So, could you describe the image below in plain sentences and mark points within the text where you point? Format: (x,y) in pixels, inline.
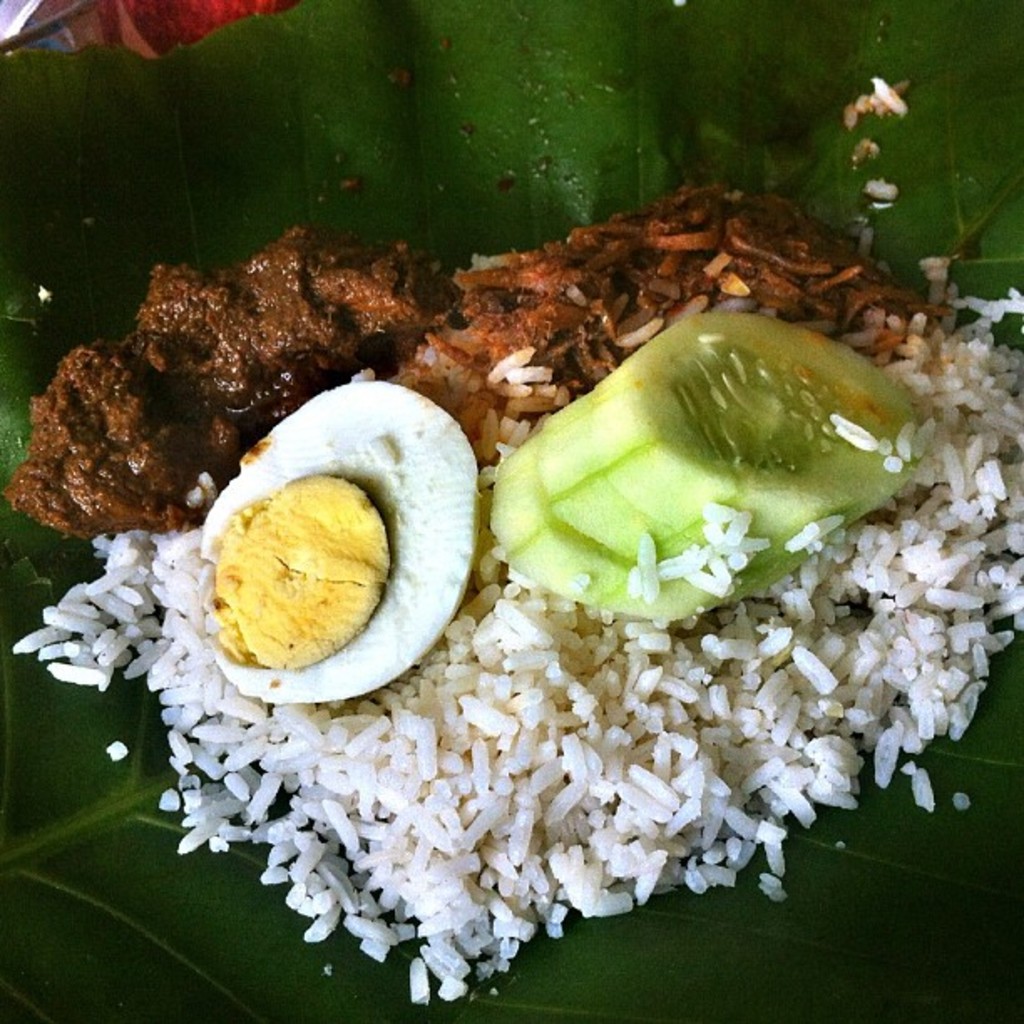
In this image we can see some food (509,527) on the leaf (546,964). There is an egg (390,555), few pieces of cucumber (779,456) and the rice (719,510) in the image.
